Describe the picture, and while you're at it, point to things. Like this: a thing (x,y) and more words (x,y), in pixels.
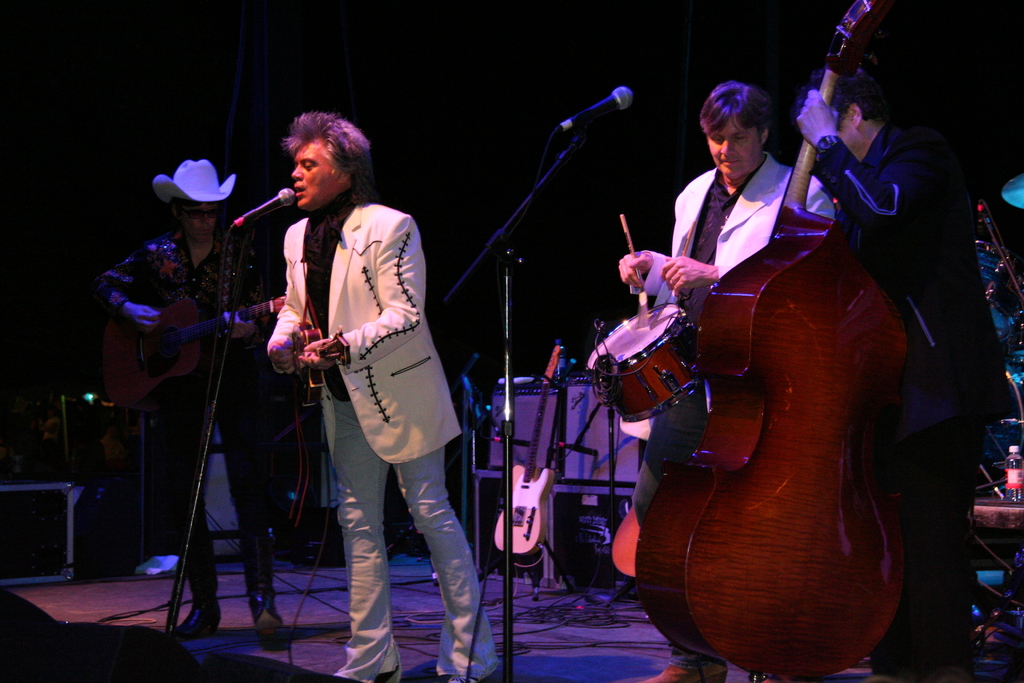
In this picture we can see four persons (166,294) are standing and playing musical instruments (670,319), there are two microphones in the middle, in the background (540,494) there is a guitar (536,482), on the right side (1012,484) there is a bottle (1020,496), we can see a dark background (64,83).
